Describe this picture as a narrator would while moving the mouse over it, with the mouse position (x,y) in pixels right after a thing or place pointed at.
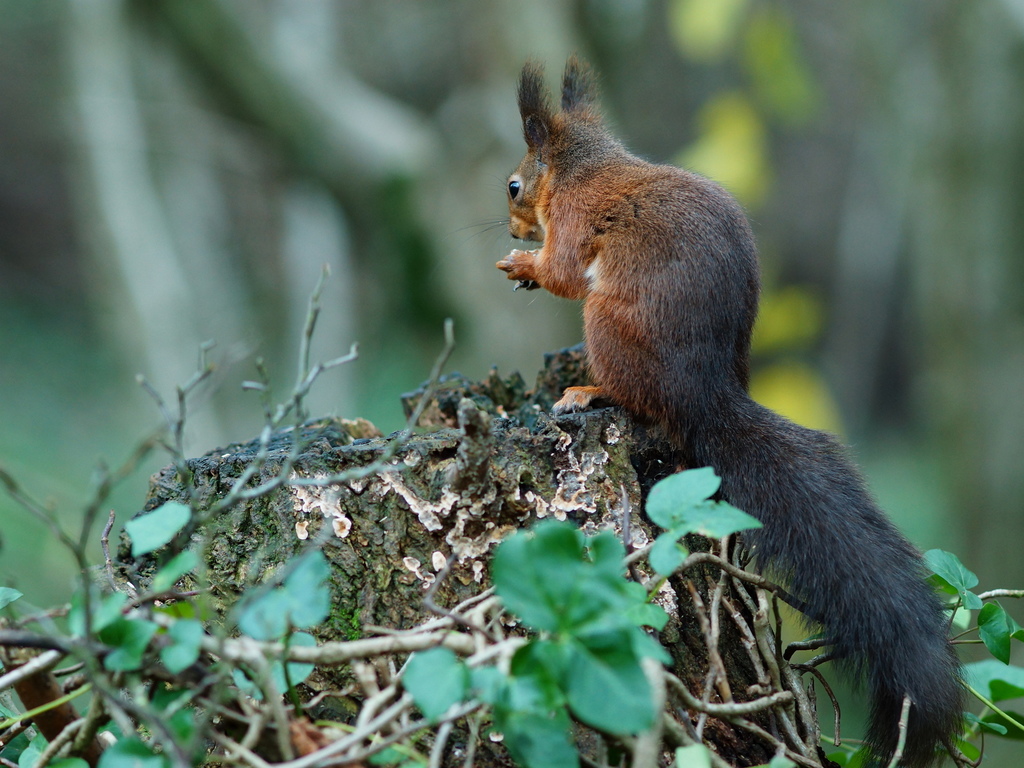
In this image we can see a squirrel (692,264) on the bark (247,552) of a tree (355,515). We can also see some leaves (428,693).
